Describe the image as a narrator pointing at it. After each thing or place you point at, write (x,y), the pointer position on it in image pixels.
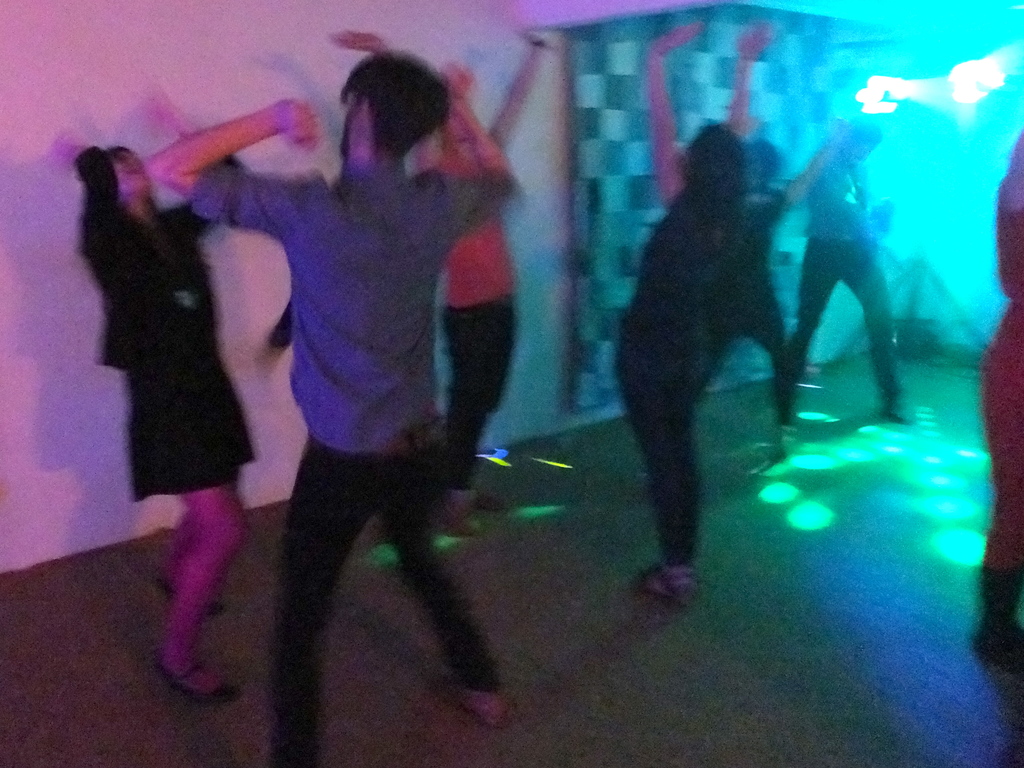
In this image the people (732,254) are dancing. There are colorful lights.
